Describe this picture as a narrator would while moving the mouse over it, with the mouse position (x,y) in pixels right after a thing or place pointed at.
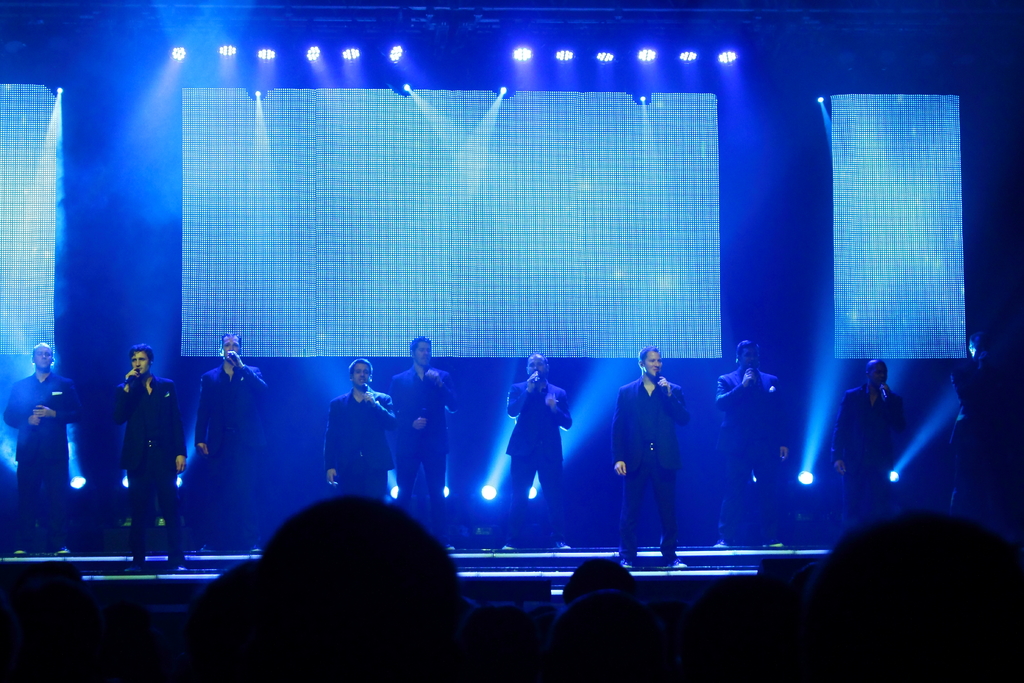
In this picture we can see a group of people (476,642) where some are standing on stage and holding mics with their hands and in the background (128,485) we can see lights (71,477).
